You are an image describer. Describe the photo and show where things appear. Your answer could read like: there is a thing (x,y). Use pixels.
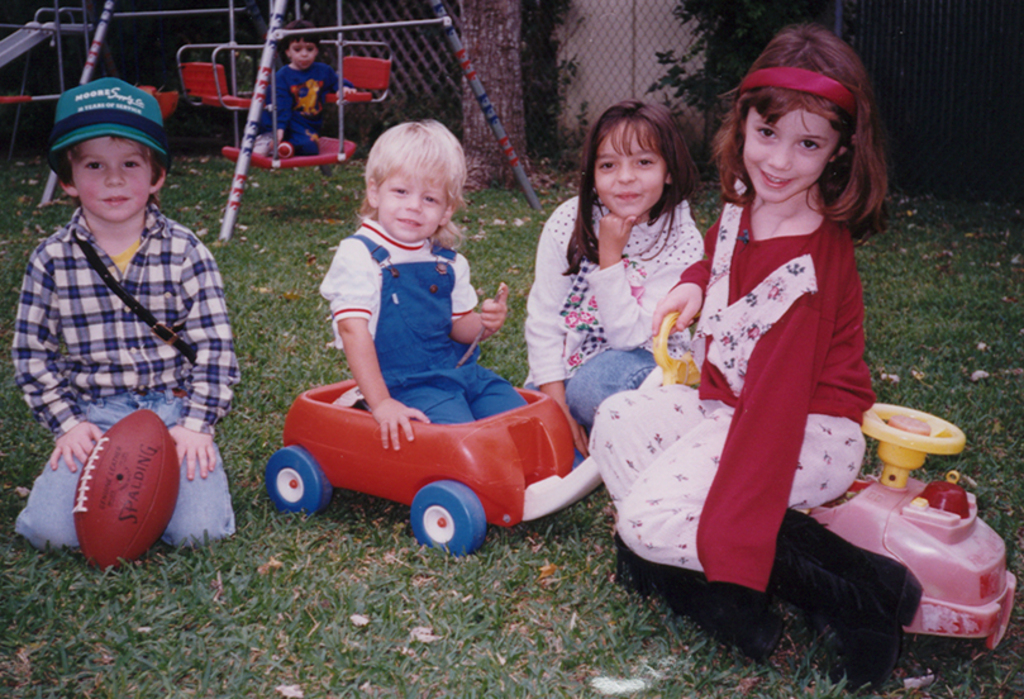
This picture is clicked outside. In the center (439,401) we can see the children (582,259) and we can see the vehicles (389,480) and a ball (165,477) placed on the ground (420,570) and we can see the green grass (521,260). In the background (558,47) we can see the net (599,13), plants (544,46), metal rods (443,16) and some other objects (210,103) and a kid (284,128).
